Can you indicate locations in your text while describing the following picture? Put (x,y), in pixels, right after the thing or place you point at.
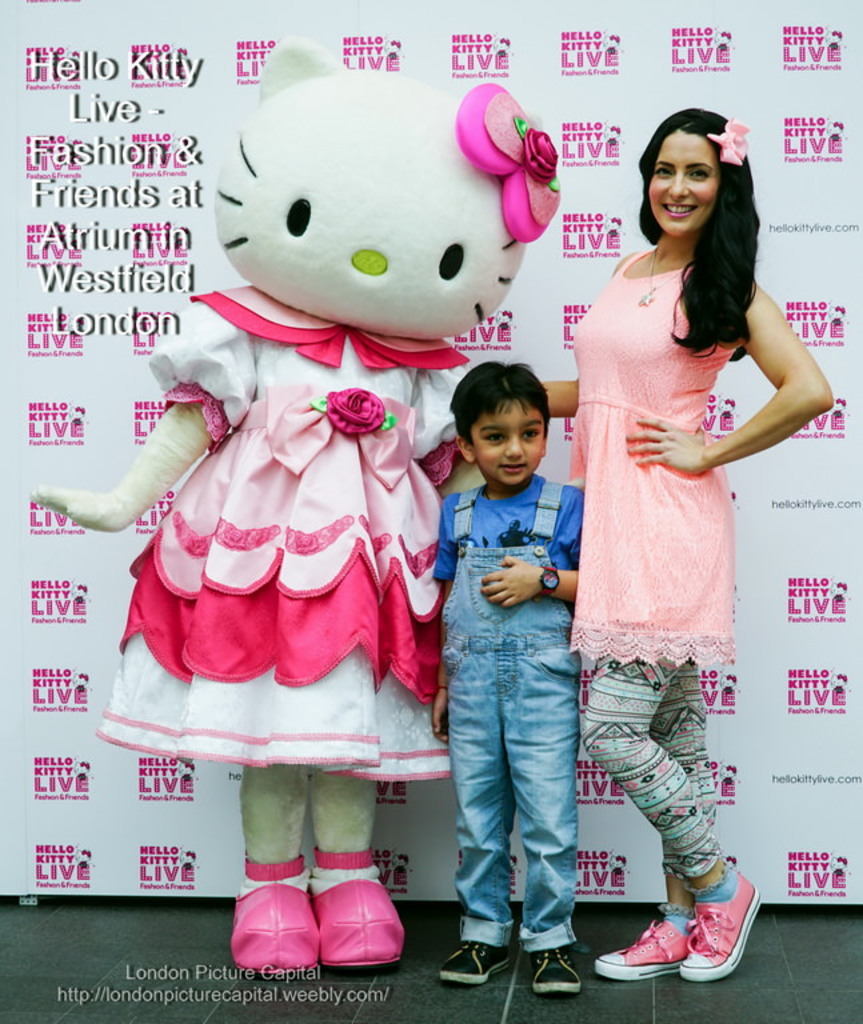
In this image I can see a woman (675,469) wearing pink and grey colored dress (676,575) and pink colored shoe (725,954) is standing and a boy (551,985) wearing blue colored dress (496,693) and a person (337,402) wearing costume (337,544) are standing on the floor (184,948). In the background (184,31) I can see a huge banner (205,100) which is white and pink in color.
